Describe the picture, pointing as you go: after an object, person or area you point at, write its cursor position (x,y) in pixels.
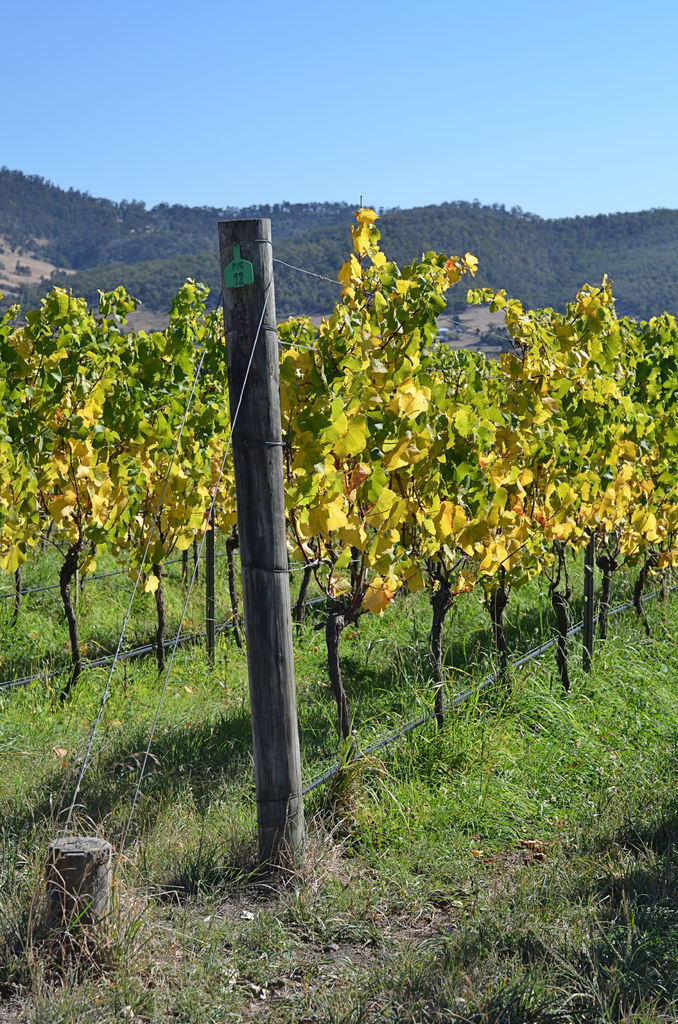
In this picture we can see a wooden pole (276,795), side we can see fencing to the plants (193,403), behind we can see some hills (522,261), trees (522,261) and grass (212,920).
